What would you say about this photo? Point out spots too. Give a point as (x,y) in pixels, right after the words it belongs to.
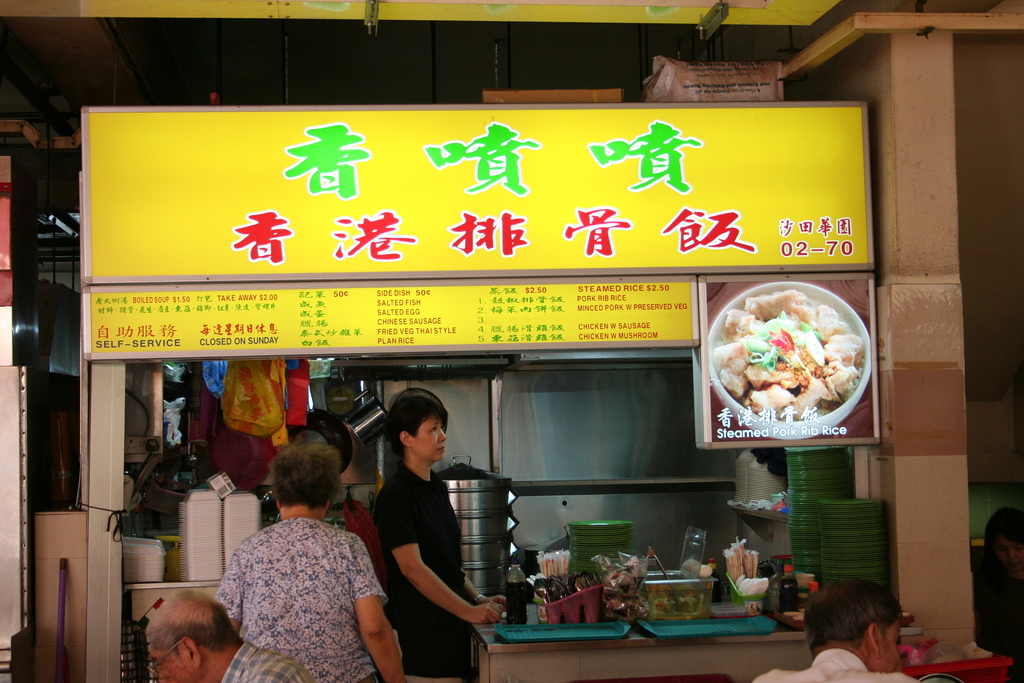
In this image there are five persons (428,625), there is a table (625,643) on that table (727,639) there are some items (805,577), in the background (216,212) there is a shop (146,514).
